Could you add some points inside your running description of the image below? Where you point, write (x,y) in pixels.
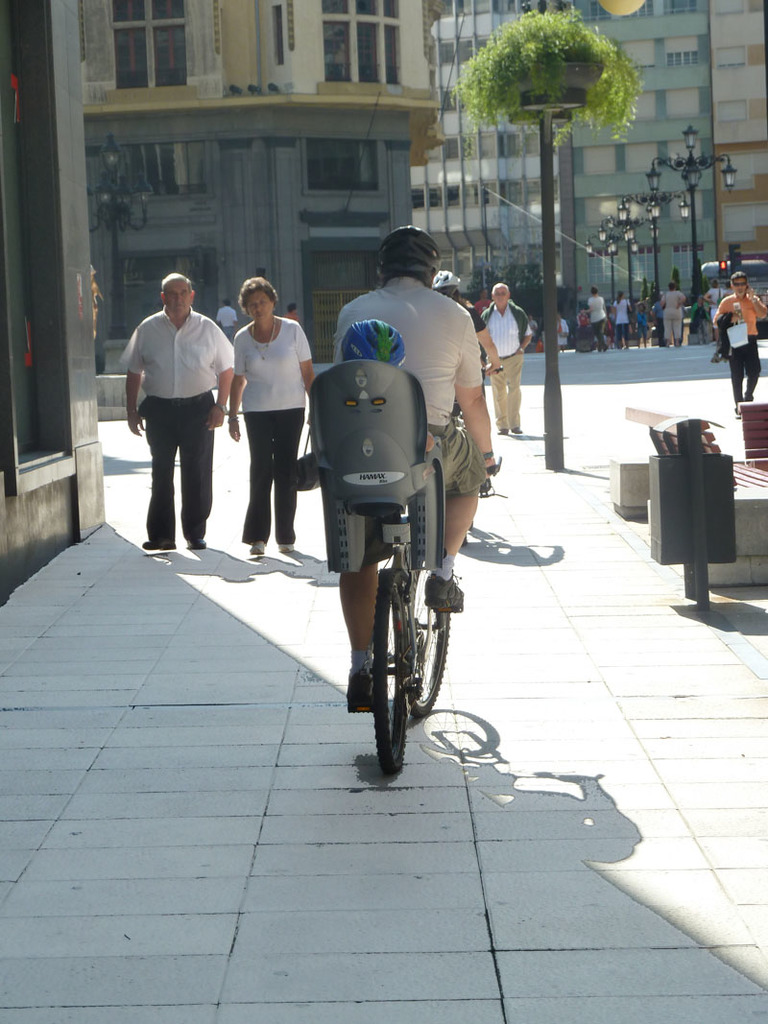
In this image there are group of persons (152,402) who are walking in the street (601,378) at the middle of the image (430,372) there is a person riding bicycle (426,509) and at the background of the image (439,100) there are buildings (457,135).
